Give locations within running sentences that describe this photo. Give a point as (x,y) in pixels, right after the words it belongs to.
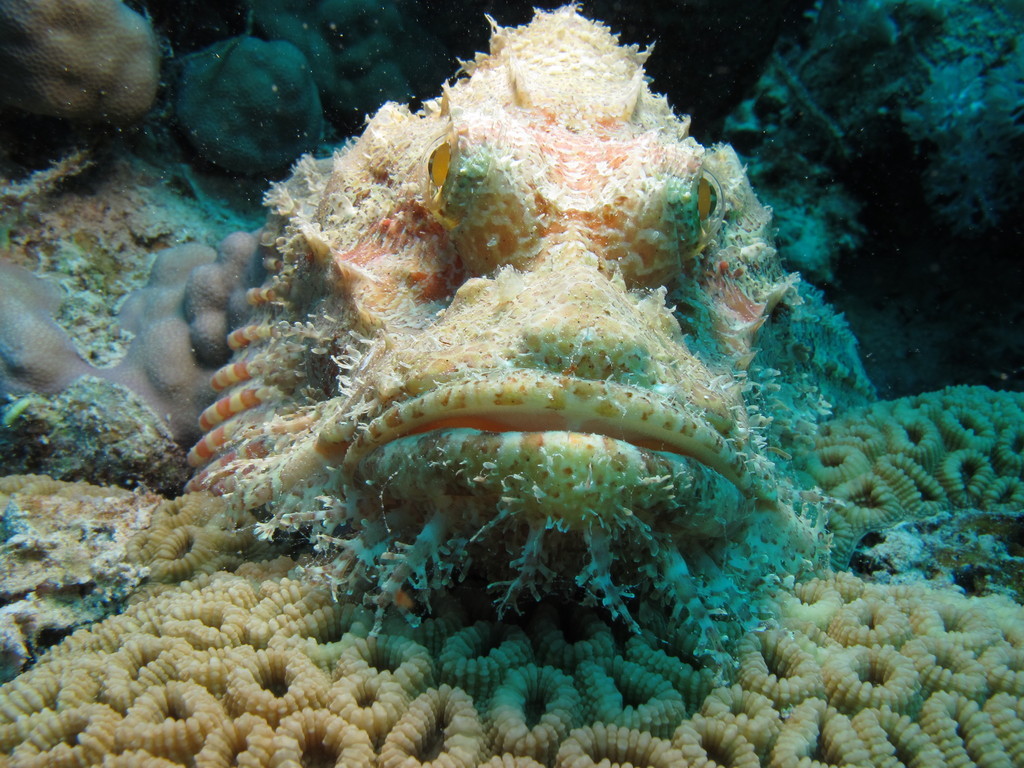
In this image in the foreground (789,475) we can see some kind of living thing (810,377) in the water (872,323).
